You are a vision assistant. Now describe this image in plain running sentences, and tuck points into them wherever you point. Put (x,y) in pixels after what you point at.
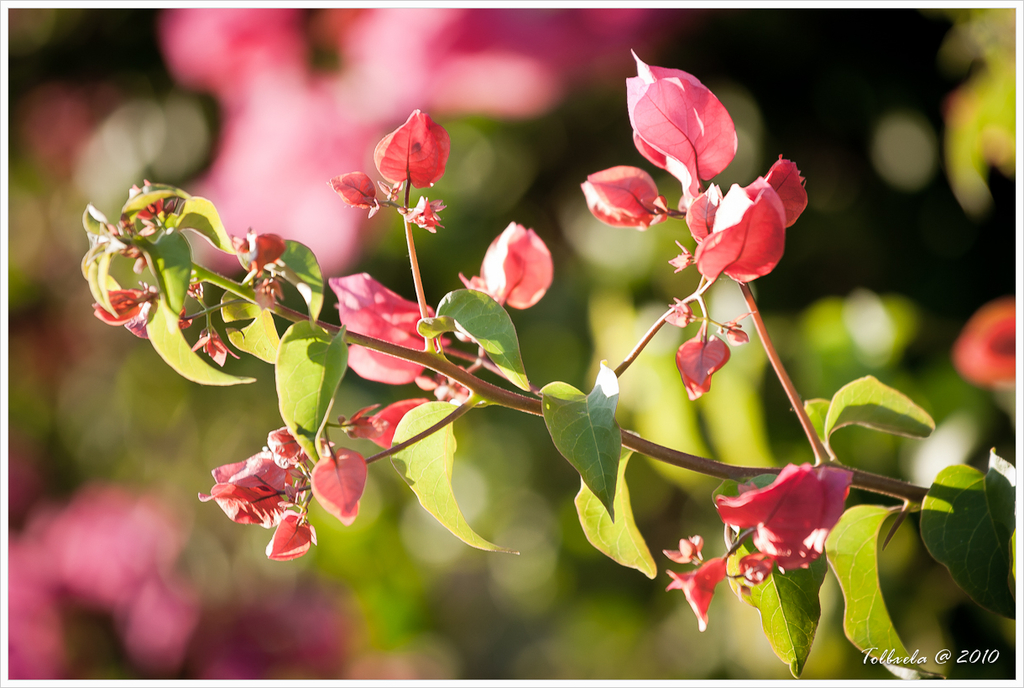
In this image, in the middle (368,293) there are plants (1002,499), flowers (694,172), leaves (596,483), stems (691,457). At the bottom (908,650) there is a text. In the background (328,249) there are plants (460,98).
